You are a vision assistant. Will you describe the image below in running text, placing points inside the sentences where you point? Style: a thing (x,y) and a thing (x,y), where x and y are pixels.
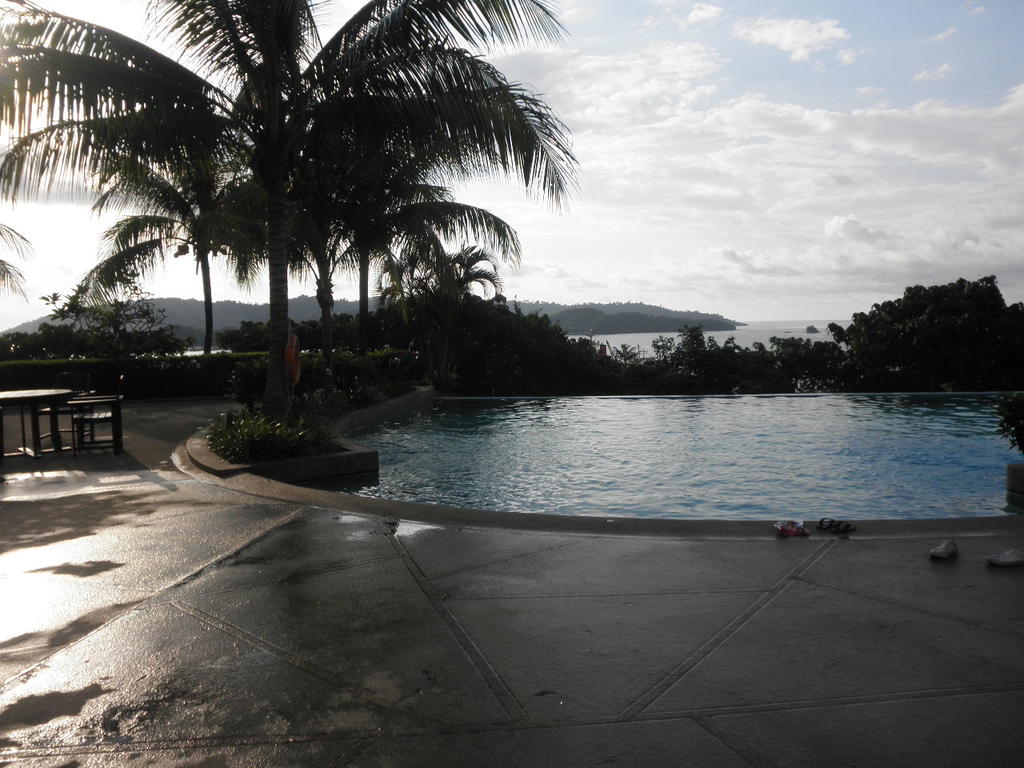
There are chairs (105,396) and a table (60,431) on the left side of the image (25,452), it seems like a swimming pool (526,406) and trees (508,228) in the center (419,353). There is a water (779,326), greenery (507,319), it seems like mountains (664,313) and the sky (562,206) in the background (602,144).
